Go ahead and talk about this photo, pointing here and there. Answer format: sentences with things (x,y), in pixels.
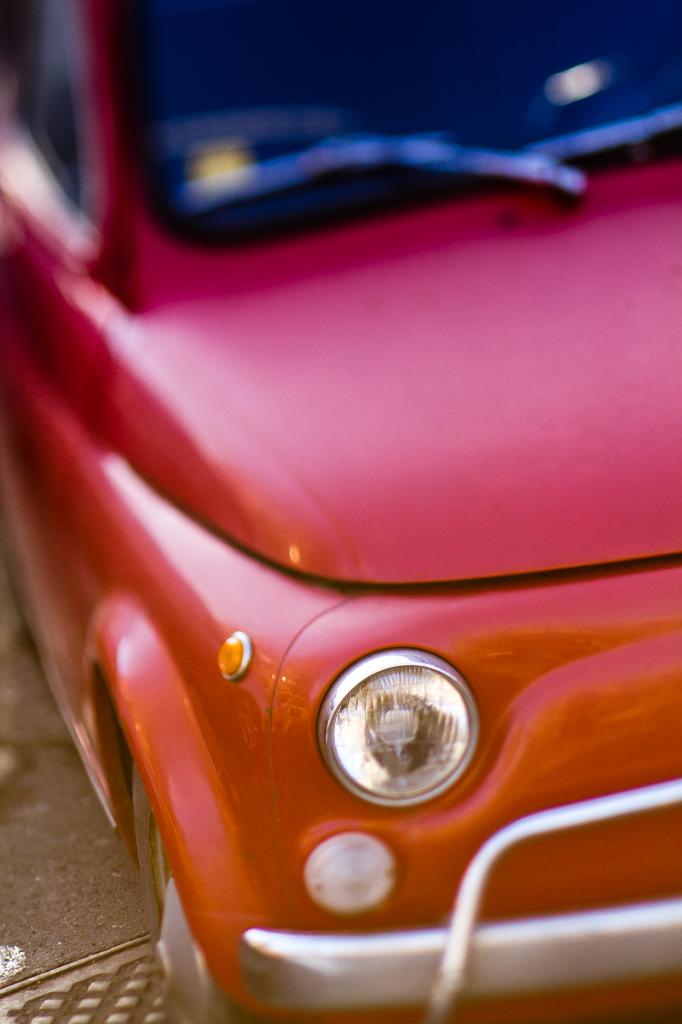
This picture shows a car (472,222) parked. It is red in color.
